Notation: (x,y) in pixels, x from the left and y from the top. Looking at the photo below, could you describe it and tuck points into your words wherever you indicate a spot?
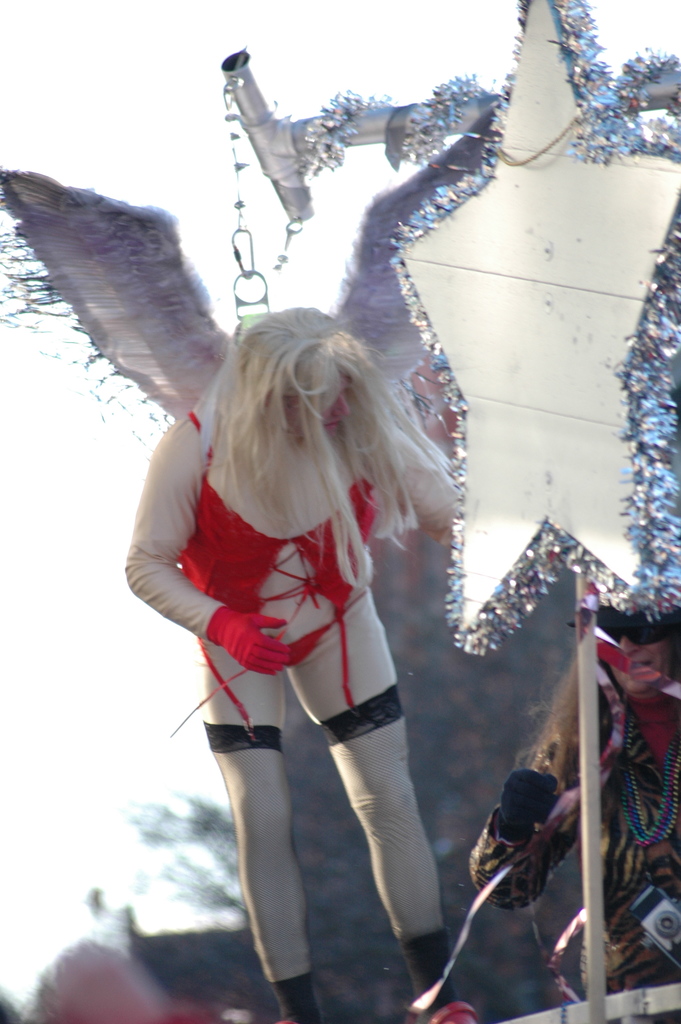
In this image we can see there is a lady (261,566) standing with wings (93,291) on her shoulder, beside her there is another person (617,777) and there is a star (526,140) attached to the pole (598,774) with some decoration (643,128). In the background (189,138) there is a sky (158,74).
